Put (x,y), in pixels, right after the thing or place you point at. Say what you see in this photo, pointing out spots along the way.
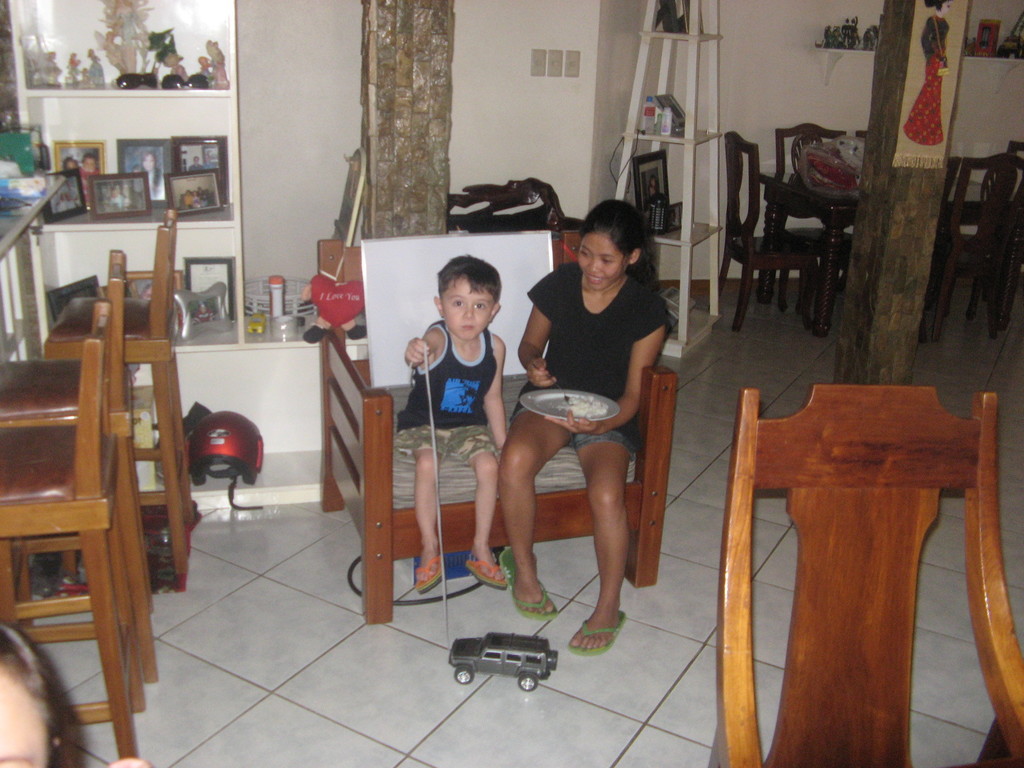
In this image in the center (466,416) there are two persons (461,369) who are sitting on the right side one woman (589,378) is sitting and she is holding a plate (561,409) on the right side (754,247) and left side (61,490) there are some chairs (90,419) and one dining table (818,212) is there and one pole (905,211) is there beside the dining table (822,210) and beside the dining table (776,187) there is one shelf (677,109) and wall (753,80) is there. And on the left side (82,204) there is one cupboard (73,89) in the cupboard (279,473) there are some toys (97,80), photo frames (145,151), and many objects (301,298) and one helmet (209,434) is there and on the floor (623,680) there is one toy car (526,659).
